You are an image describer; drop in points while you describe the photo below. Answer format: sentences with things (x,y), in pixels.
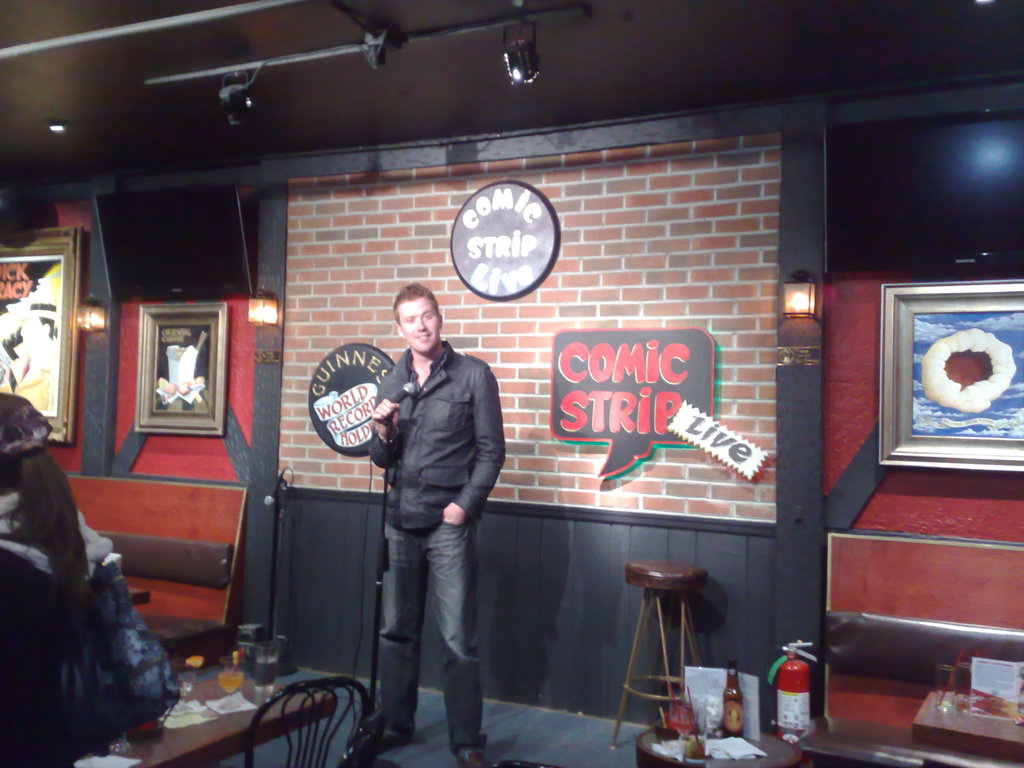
In this image there is a man (419,377) standing and holding a microphone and in back ground (178,198) there is table (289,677), chair (354,682), bottle (726,687), fire extinguisher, frame (886,289) attached to wall (841,285), light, television (186,211).
